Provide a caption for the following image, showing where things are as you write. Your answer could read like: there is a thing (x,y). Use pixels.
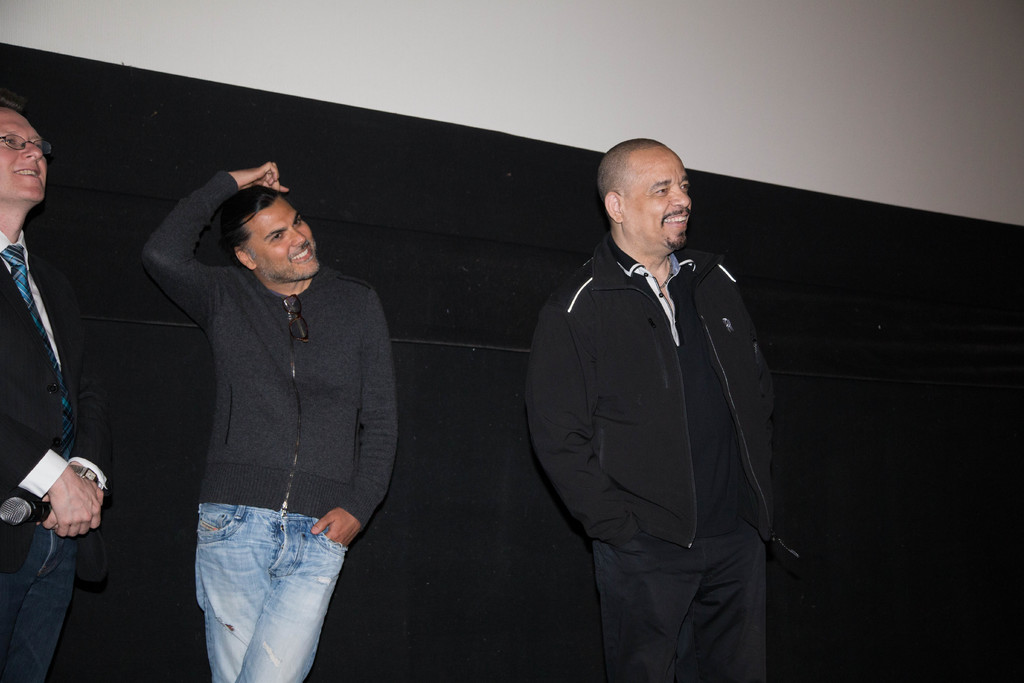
In this picture we can see three men (558,421), they are smiling, on the left side of the image (71,373) we can see a man (80,508), he is holding a microphone (41,510).
